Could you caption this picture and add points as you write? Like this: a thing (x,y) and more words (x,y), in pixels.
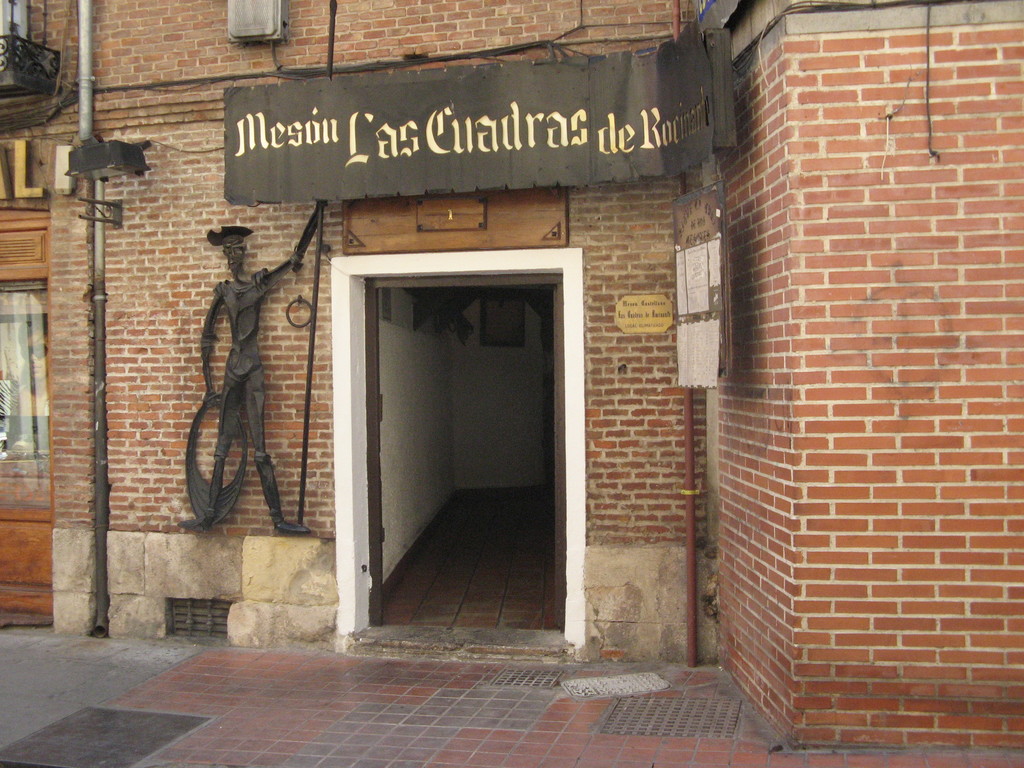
In this picture I can see there is a building (384,622) and it has a door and name board (299,164) and there is a metal sculpture (251,290) holding a lance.
